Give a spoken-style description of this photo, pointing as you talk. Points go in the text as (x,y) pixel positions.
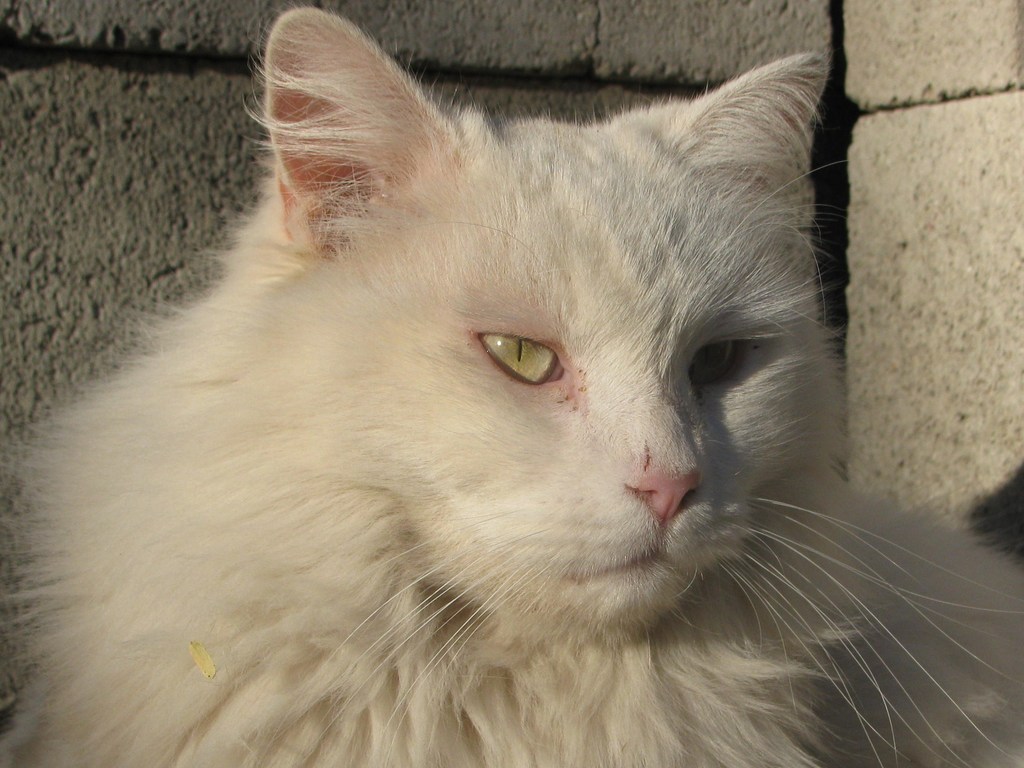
In this image in front (423,728) there is a white cat (526,525). Behind the white cat (357,174) there are bricks (115,153).
